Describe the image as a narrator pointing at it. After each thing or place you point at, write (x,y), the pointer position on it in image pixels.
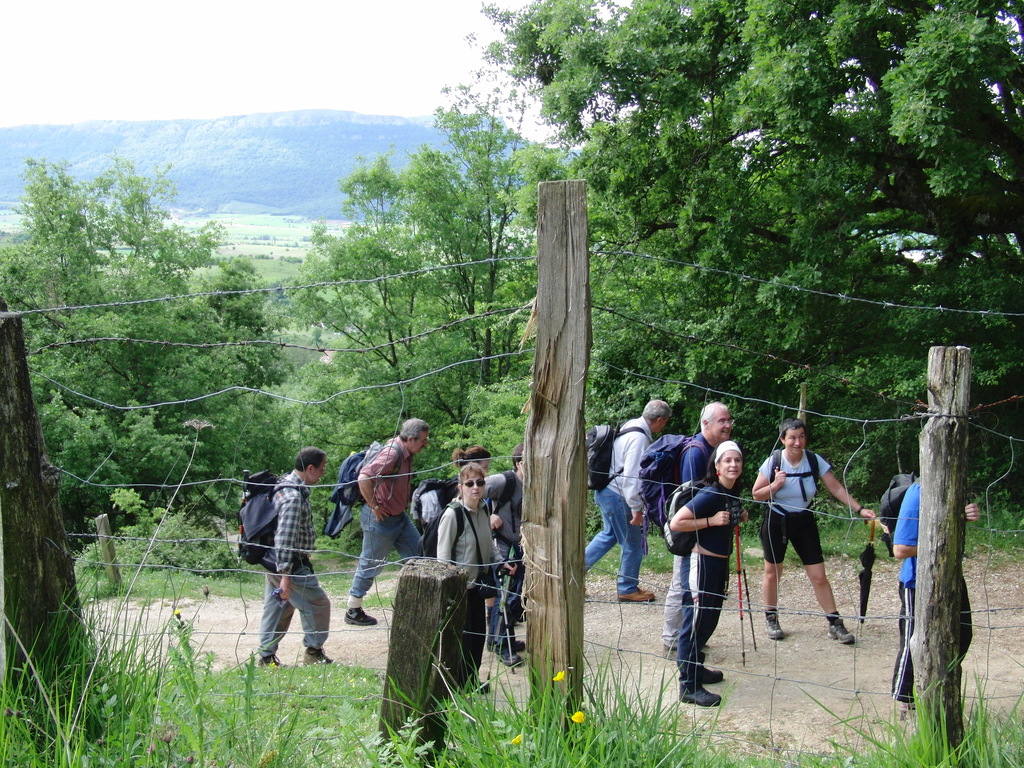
In this picture there are people (324,623) in the center of the image (597,434), they are wearing bags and there is grassland (103,652) at the bottom side of the image (492,681) and there are trees (61,319) in the background area of the image (733,295).
